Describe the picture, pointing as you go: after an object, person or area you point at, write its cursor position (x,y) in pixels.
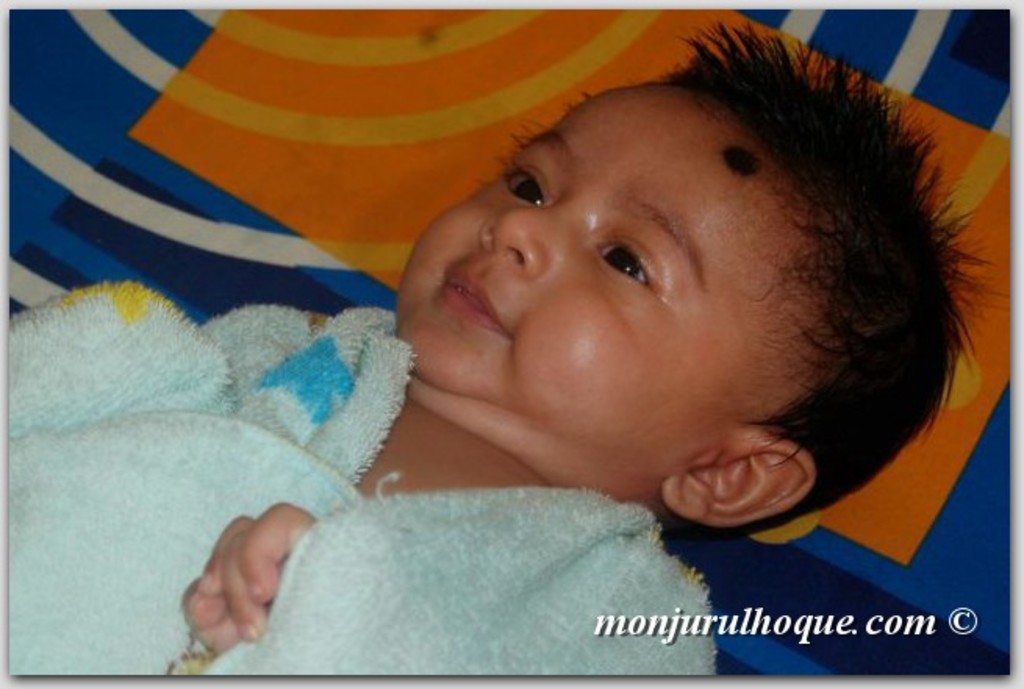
In this image I can see a baby (417,270) and at the bottom (959,620) I can see text (607,627), baby (621,284) is laying might be on bed (318,168).
